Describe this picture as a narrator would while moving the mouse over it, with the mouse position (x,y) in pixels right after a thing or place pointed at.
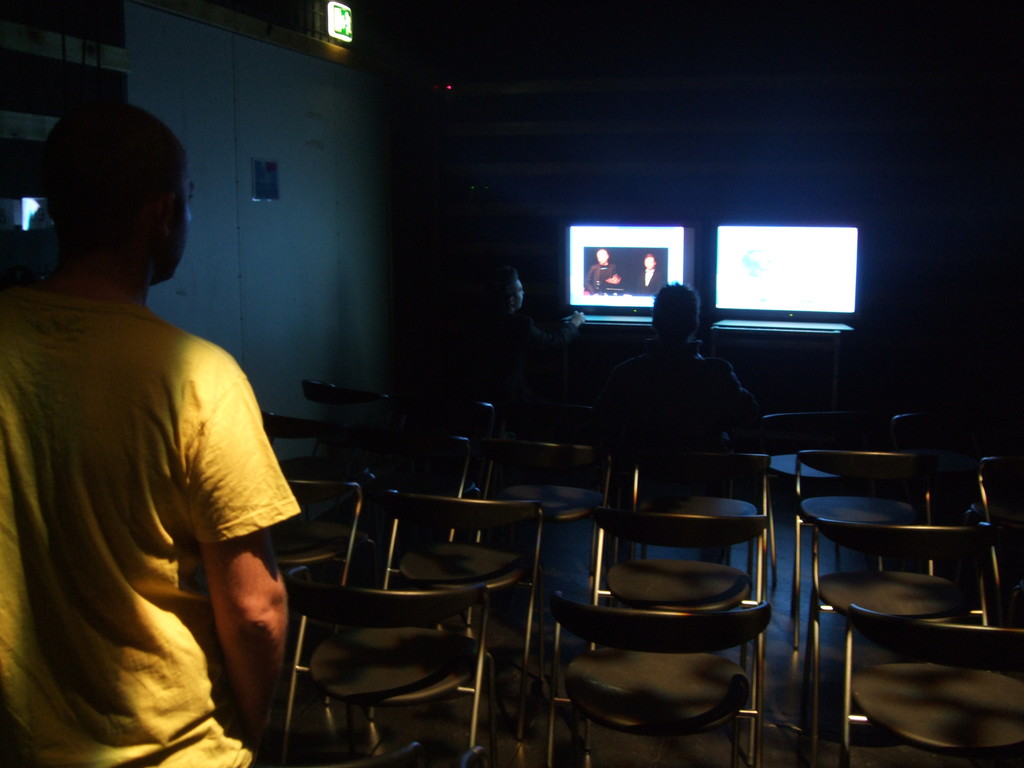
This man (70,425) is standing and wearing a yellow t-shirt (76,446). These are chairs (641,532), there are two persons (535,339) sitting and watching the screen (644,270).
